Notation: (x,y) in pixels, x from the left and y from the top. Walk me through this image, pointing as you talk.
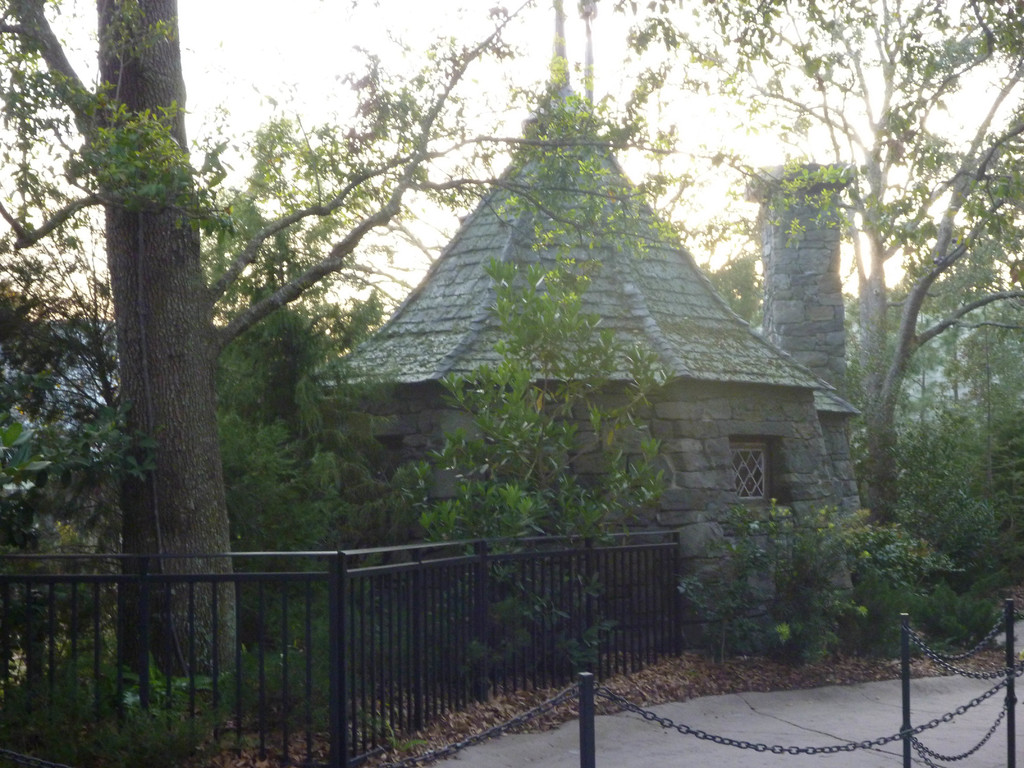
In this picture we can see poles (583,706), chains (956,757), trees (67,488), plants (696,600) and house (627,223). In the background of the image (389,73) we can see the sky (387,65).
